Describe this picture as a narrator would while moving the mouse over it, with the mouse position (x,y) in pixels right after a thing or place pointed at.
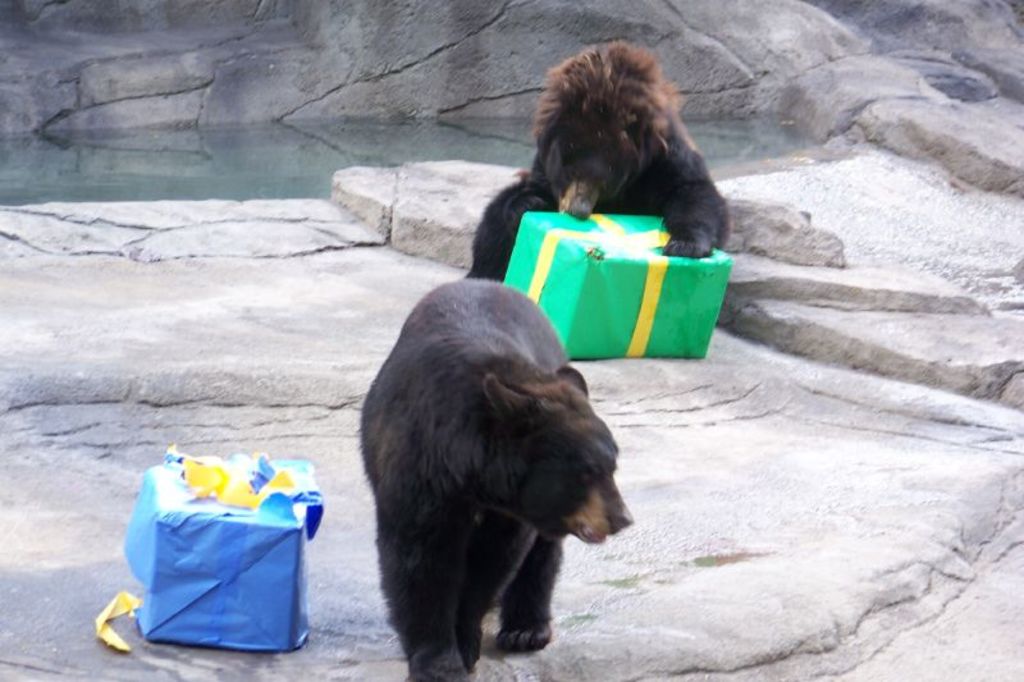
In the middle of the image (490,411) there is a bear (488,516) walking on the stone (566,591). To the left side of the bear (489,351) there is a blue color gift box (251,508). Behind the bear (435,482) there is another bear (569,172) sitting on the stone (732,182) and holding the green color gift box (595,270). Behind the bear (485,364) there is water (224,161). And to the top of the image (546,36) there is a stone (693,104).
